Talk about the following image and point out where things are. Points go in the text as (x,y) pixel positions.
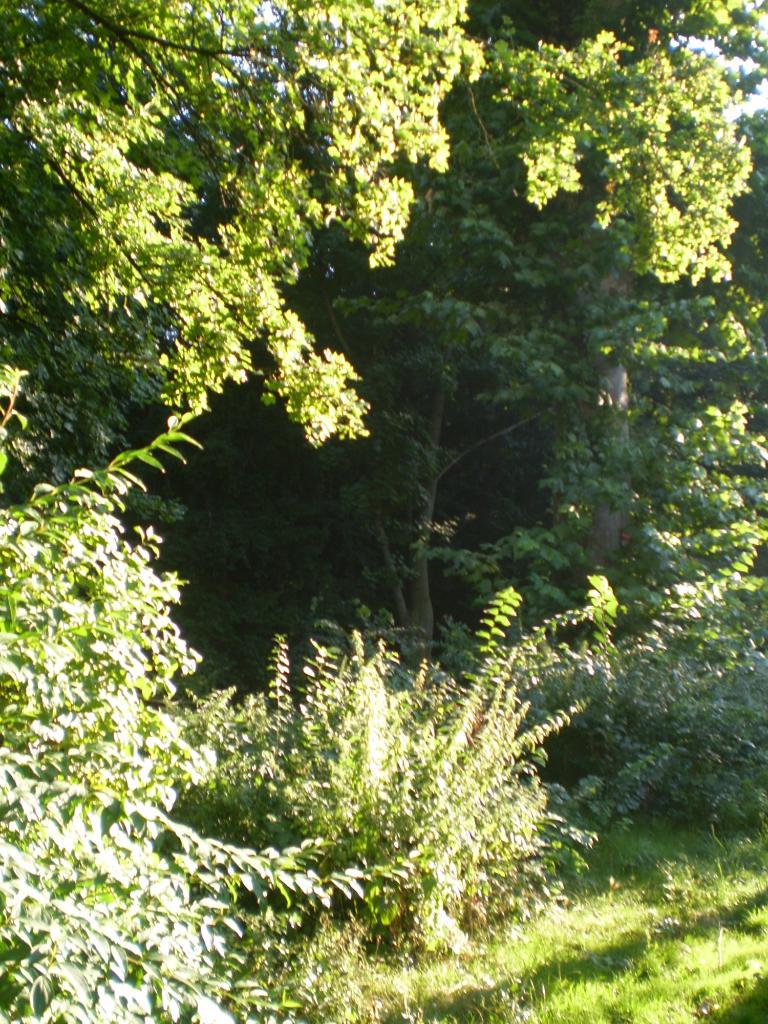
In this image I can see few trees (296,296) which are green in color and some grass (648,895) on the ground (655,931). In the background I can see the sky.
